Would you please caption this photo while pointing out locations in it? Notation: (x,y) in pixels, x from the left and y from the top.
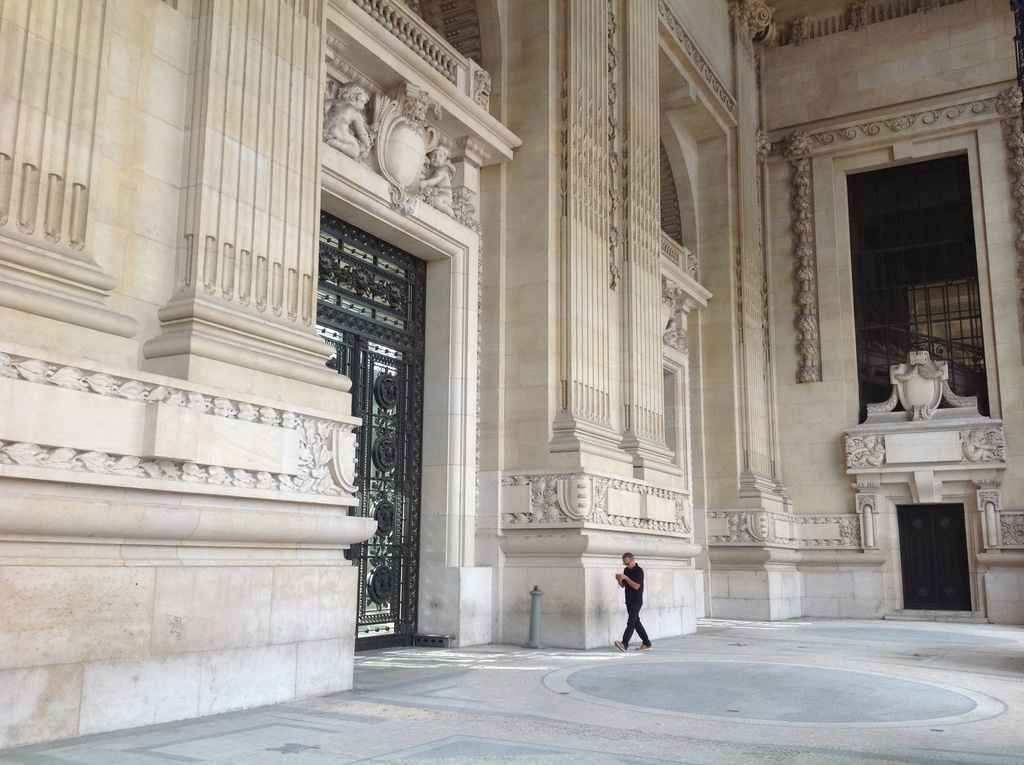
In this image we can see there is a building (232,490) and there is a person (630,618) walking on the floor (503,694).
